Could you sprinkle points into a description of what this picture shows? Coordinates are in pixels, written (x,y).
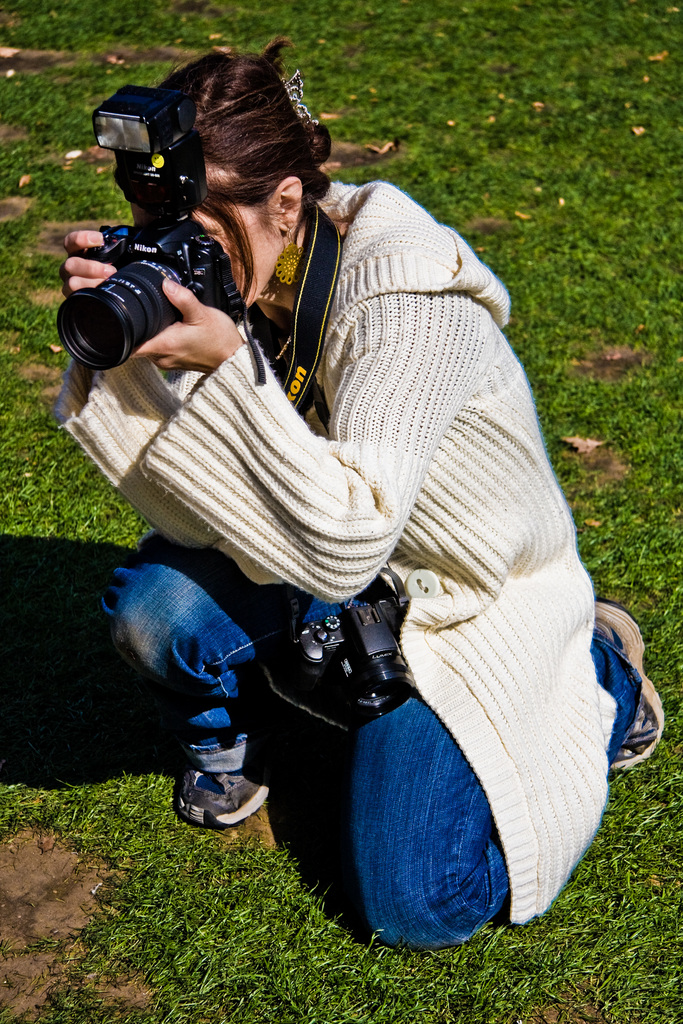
In this picture we can see a woman (372,339) wearing white colour sweater (451,509), holding a camera (151,271) in her hands (167,293) and taking a snap. This is a grass (368,971).
